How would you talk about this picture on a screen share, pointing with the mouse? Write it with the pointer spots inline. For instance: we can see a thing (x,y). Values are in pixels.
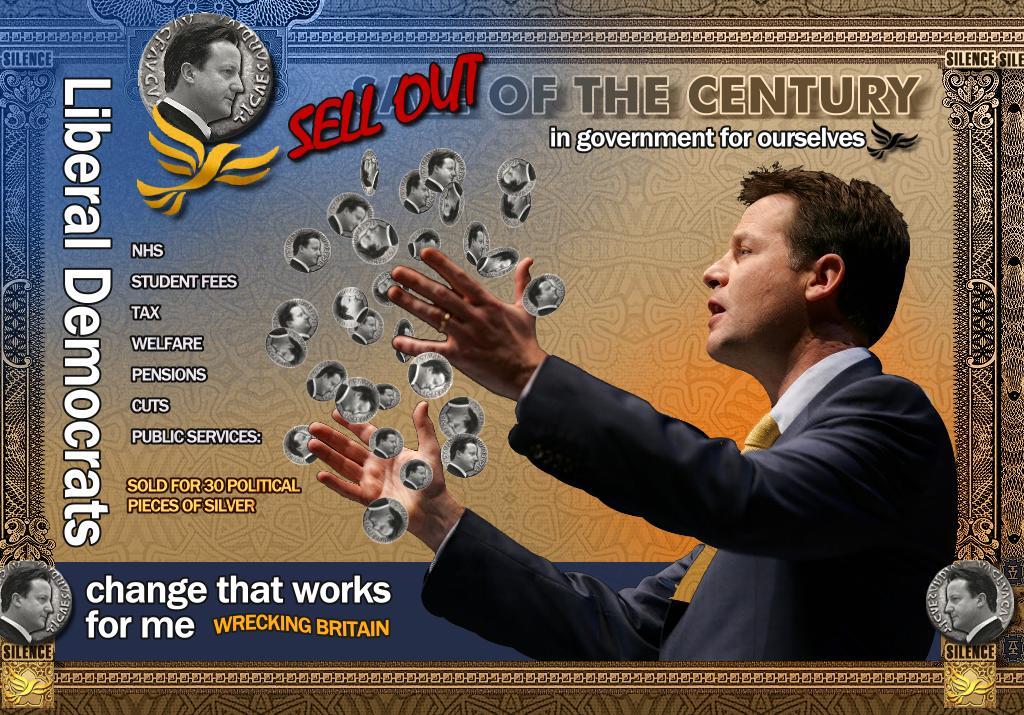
It is an edited image with borders (372,40). In this image we can see a man (792,207). We can also see another man (299,324) in different images. We can also see the text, logo (969,678) and also the depiction of birds (880,155).
